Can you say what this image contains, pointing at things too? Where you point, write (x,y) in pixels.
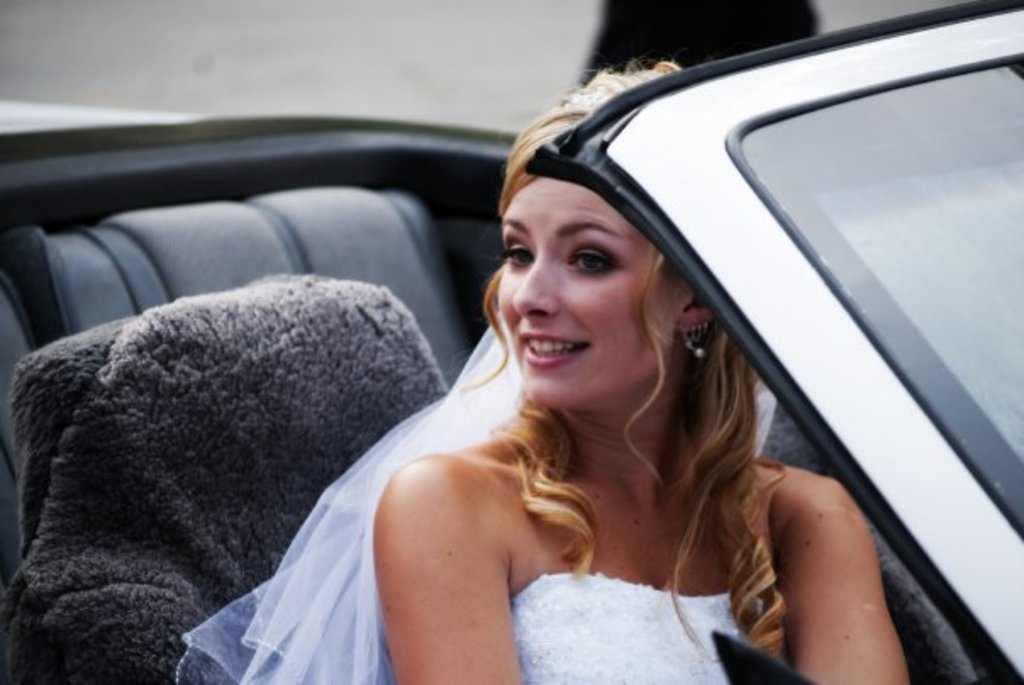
In this picture a woman (543,311) in white dress (607,601) is seated in the car (952,391). She is smiling.
